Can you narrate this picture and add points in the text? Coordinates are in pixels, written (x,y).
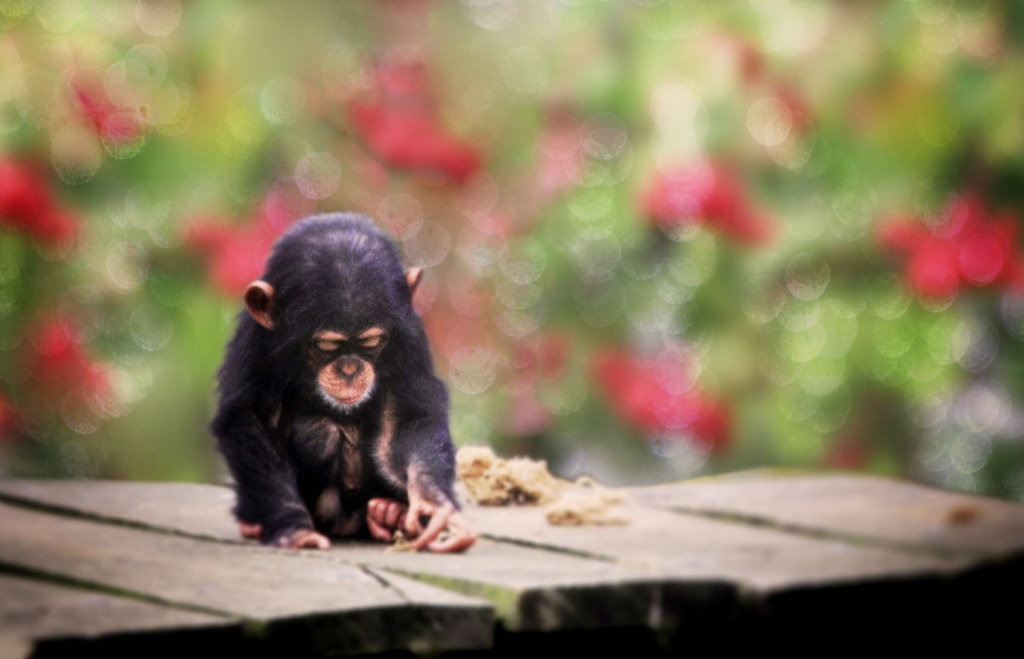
In this picture I can see a monkey (341,354) in front (356,342) which is on the wooden surface (521,532) and I see that it is totally blurred in the background (244,141).
